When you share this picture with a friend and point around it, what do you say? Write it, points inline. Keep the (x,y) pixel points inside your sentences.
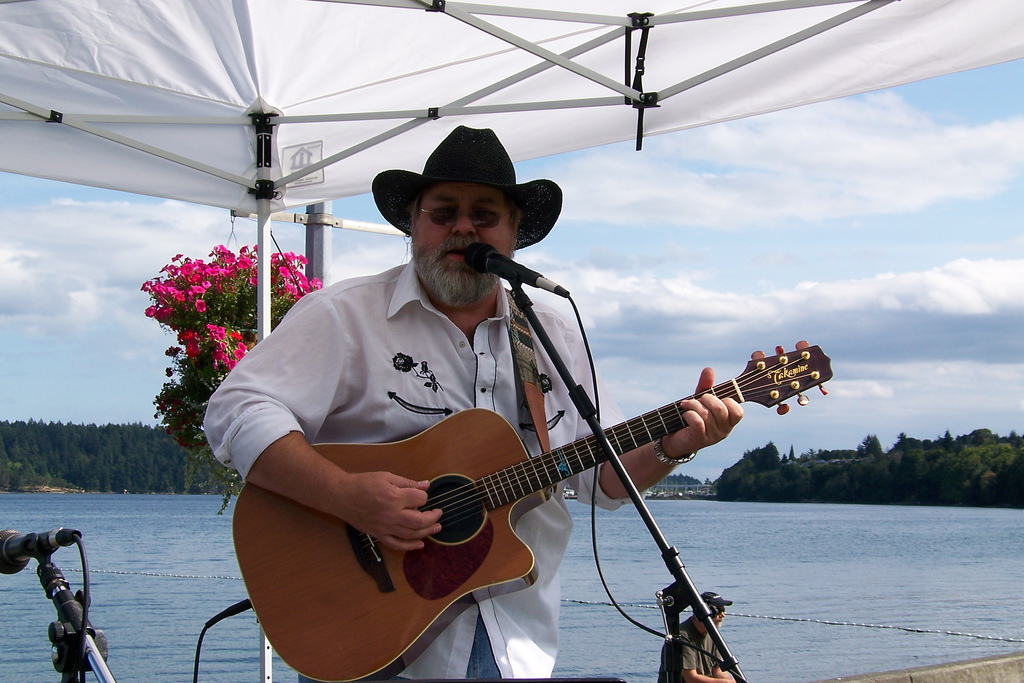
In this image i can see a person (414,343) wearing a white shirt (380,330), a hat (477,168) and sunglasses (486,223). He is holding a guitar (478,448) in his hands (439,518) and there is a microphone (482,258) in front of him. In the background (686,553) i can see water (808,548), trees (829,454), a cloudy sky (897,354) and a person (685,664) sitting.
